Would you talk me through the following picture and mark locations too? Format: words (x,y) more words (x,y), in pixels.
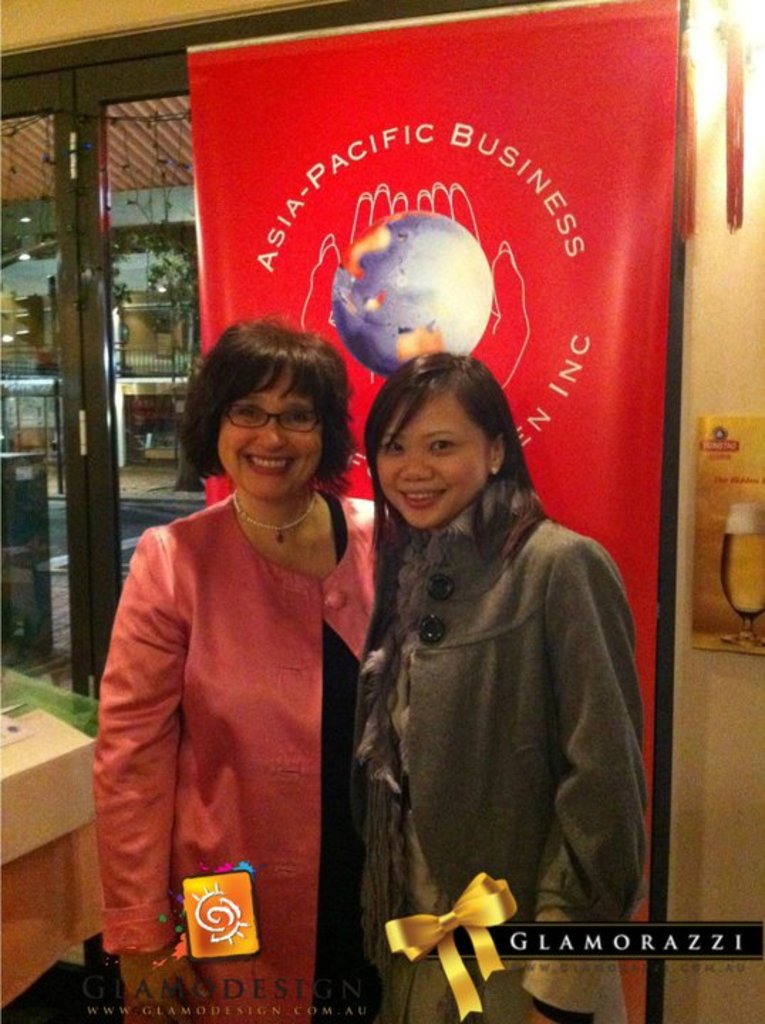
In this image I can see two women (474,666) are standing, smiling and giving pose for the picture. At the back (551,370) I can see a red color banner (537,305). On the right side (713,680) there is a wall (724,371) to which a paper (737,515) is attached. On the left side (54,791), I can see a table (47,853) which is covered with a cloth (78,879). In the background (120,352), I can see the doors (55,345).
